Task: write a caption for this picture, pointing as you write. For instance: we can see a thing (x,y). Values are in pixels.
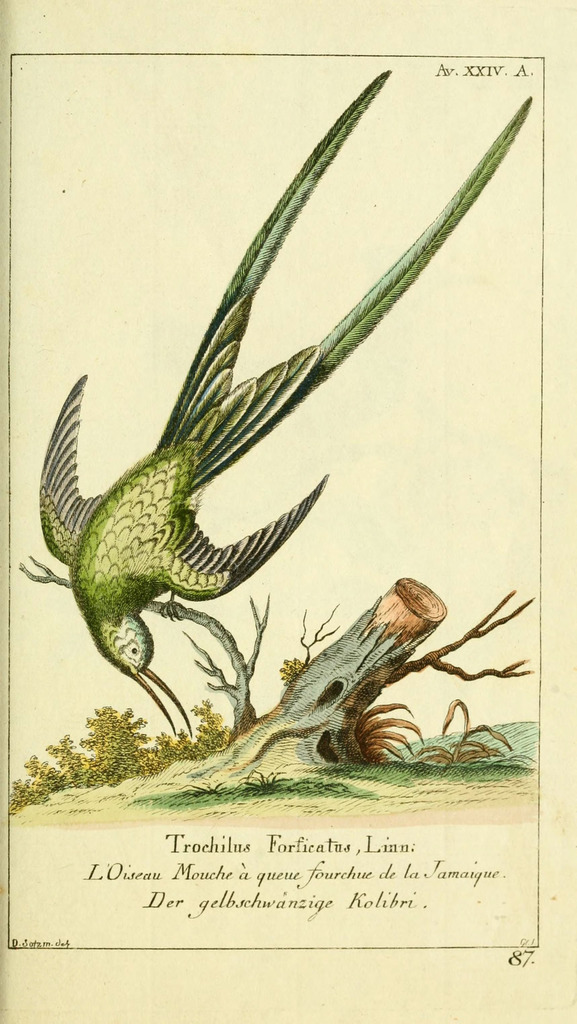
In this image we can see a painting (103,381) of bird (144,550), tree (238,700) and plants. At the bottom of the image (404,860) there is text (208,863).
